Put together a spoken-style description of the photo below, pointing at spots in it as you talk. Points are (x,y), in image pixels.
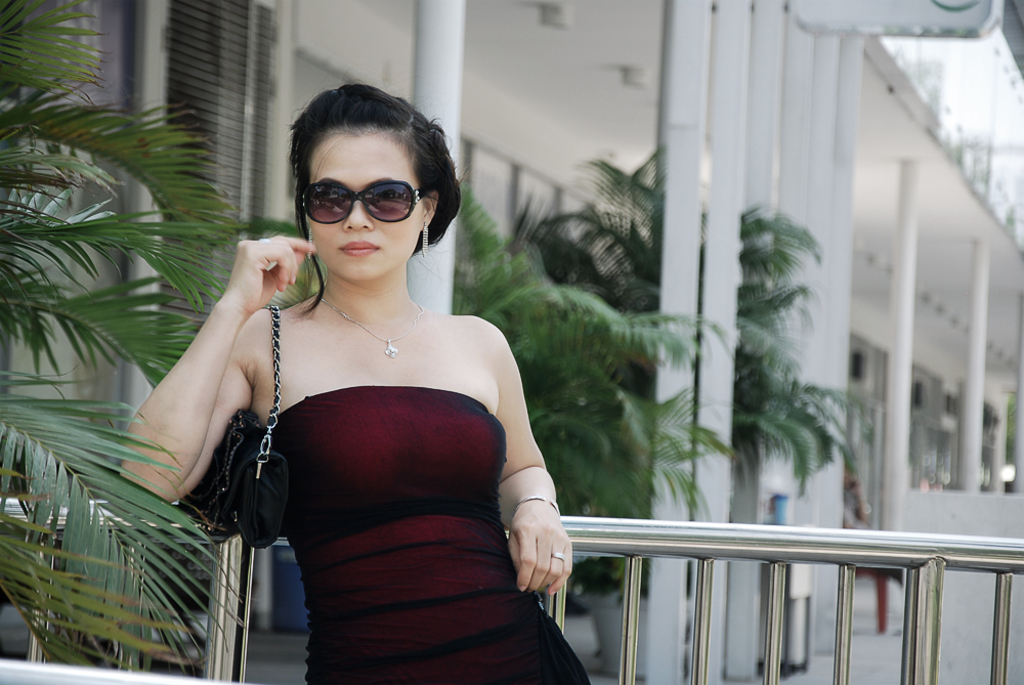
As we can see in the image there is a building (509,159), windows (220,75), tree (94,317), a woman (405,345) wearing goggles (396,206), red color dress (371,464) and holding black color bag (250,420).
